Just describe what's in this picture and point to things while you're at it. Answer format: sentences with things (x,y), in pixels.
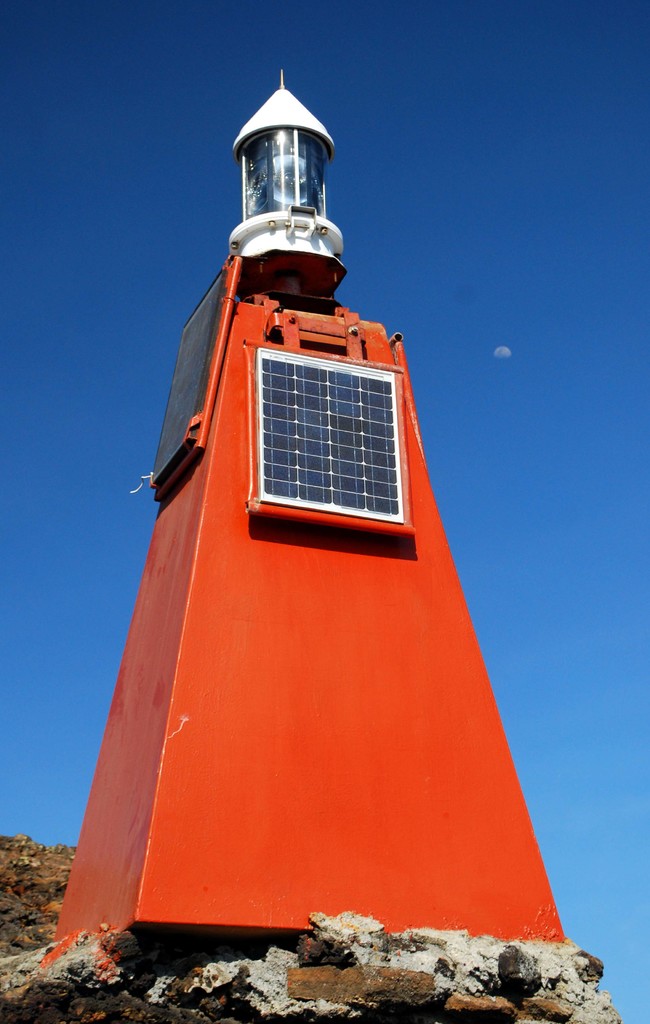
In this image, we can see a tower (351,729) which is colored red and white. In the background of the image (122,220), there is a sky (418,176).
